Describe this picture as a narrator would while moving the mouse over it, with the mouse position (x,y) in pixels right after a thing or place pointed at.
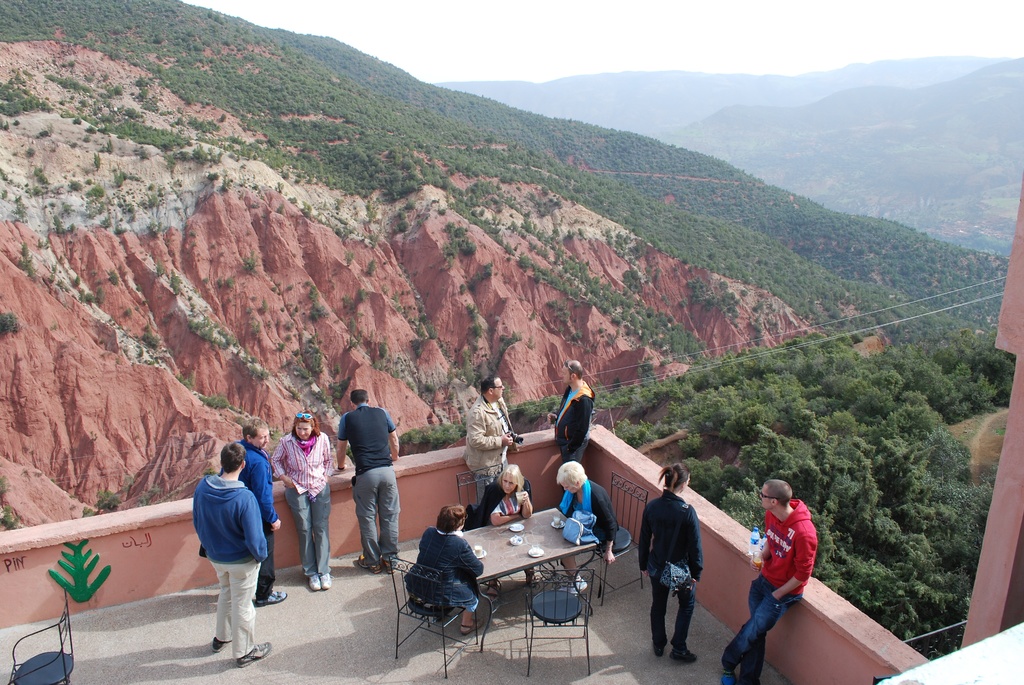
In this picture, we can see a few people (659,648) on the floor (623,610), we can see some tables (483,559) chairs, wall (145,587), and we can see some objects (566,533) on the table (550,554), we can see the sky (919,42), mountains (901,288), trees (879,301), plants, wires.
